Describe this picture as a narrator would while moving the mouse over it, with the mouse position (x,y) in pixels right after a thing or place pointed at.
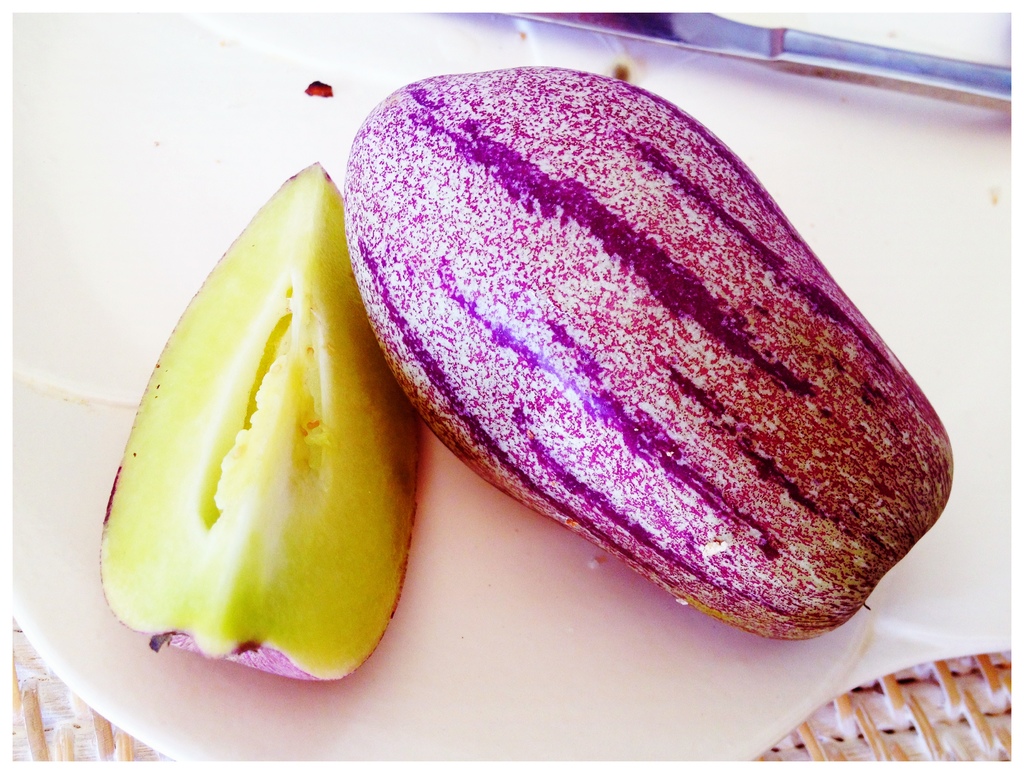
In this image we can see pepino fruits (204,484) placed on the plate (660,707).
